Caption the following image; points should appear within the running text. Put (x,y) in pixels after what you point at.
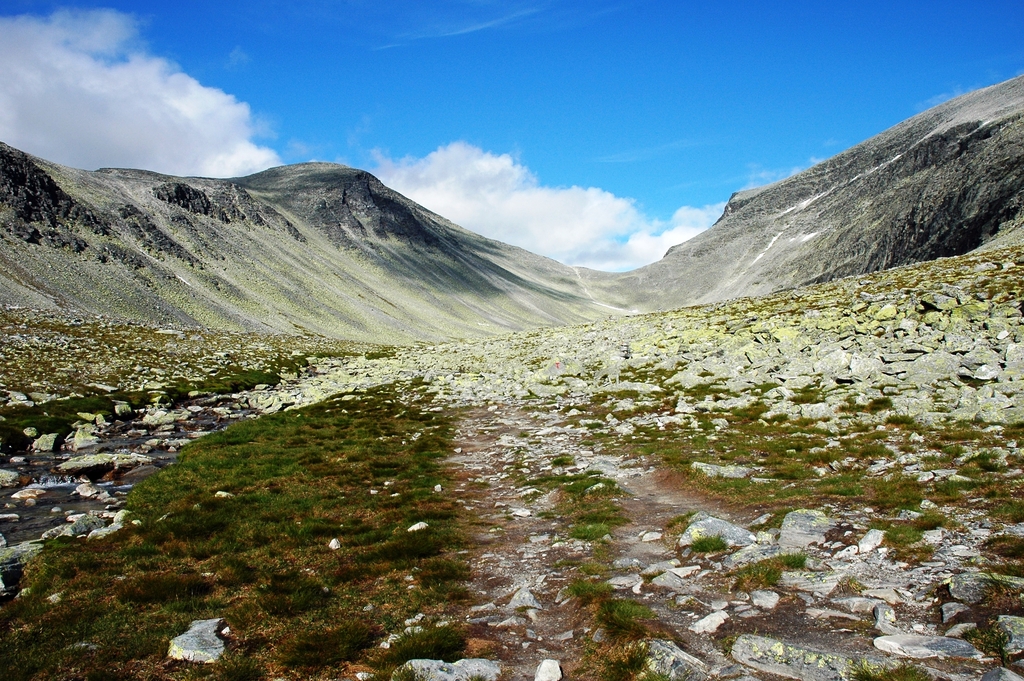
In this image grass (266,572), rocks (1019,376), mountains (886,232) and the blue sky (461,118) with clouds (443,195) in the background (461,118).
